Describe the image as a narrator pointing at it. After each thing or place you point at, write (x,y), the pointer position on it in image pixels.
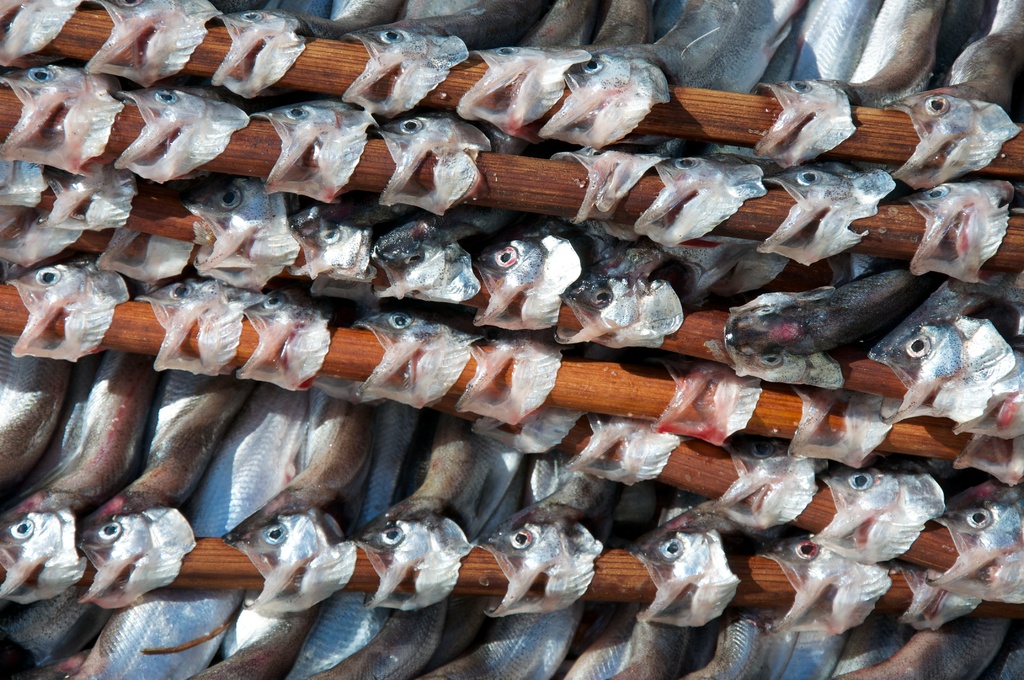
In this image we can see wooden sticks (194,567). And also there are many fish (776,238).
